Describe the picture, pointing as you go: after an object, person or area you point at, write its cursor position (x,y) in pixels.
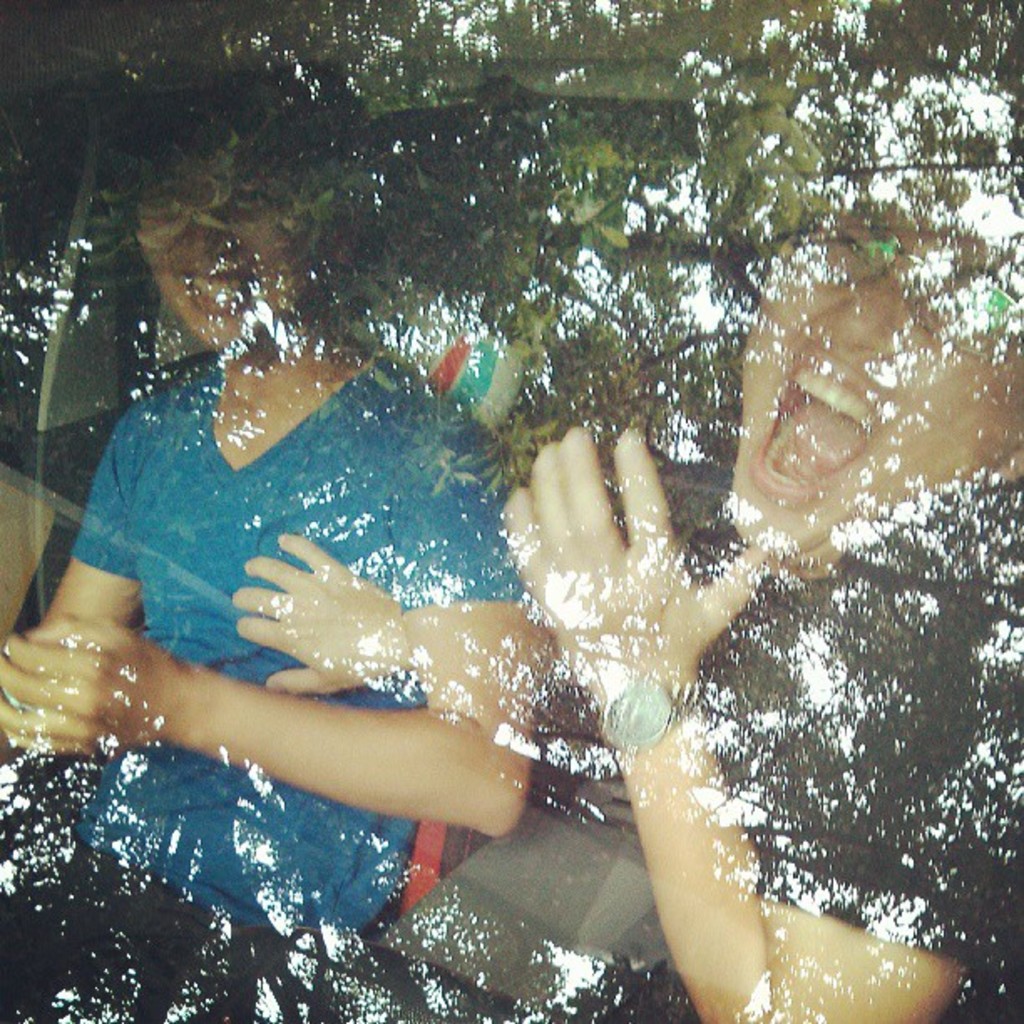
In this picture I can see two people (424,490) are sitting and smiling. This person (272,722) is blue color t-shirt (311,496). I can also see tree (522,180) a tree (520,378).
